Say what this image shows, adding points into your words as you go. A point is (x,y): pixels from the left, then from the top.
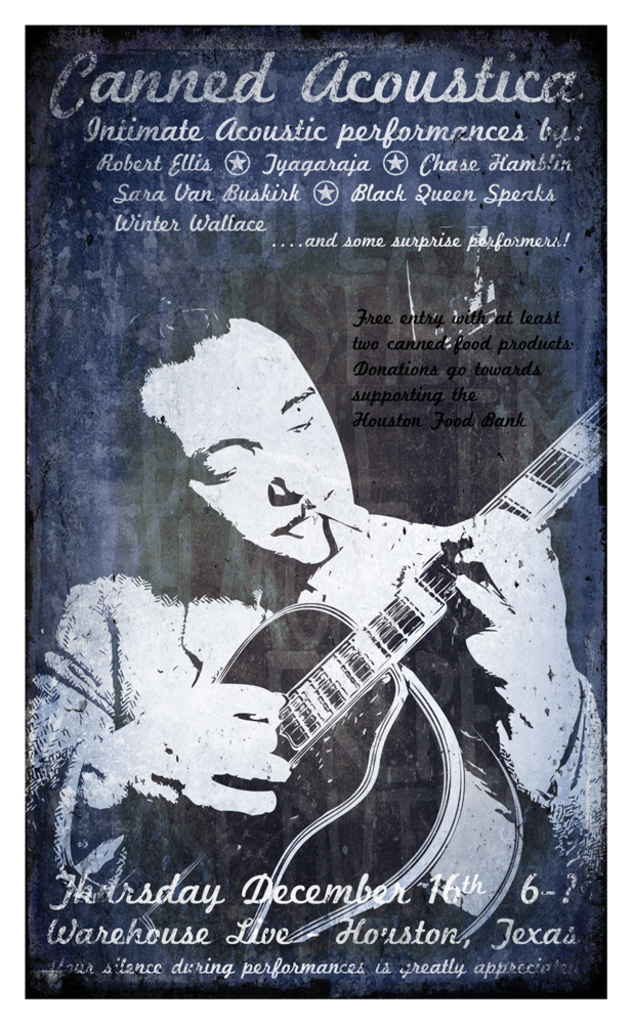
This is the picture of the poster (402,451). In this picture, we see a man (161,673) is holding a guitar (400,770) and he might be playing the guitar (395,747). At the bottom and at the top (423,199), we see some text (430,194) written. In the background (94,435), it is blue in color.
